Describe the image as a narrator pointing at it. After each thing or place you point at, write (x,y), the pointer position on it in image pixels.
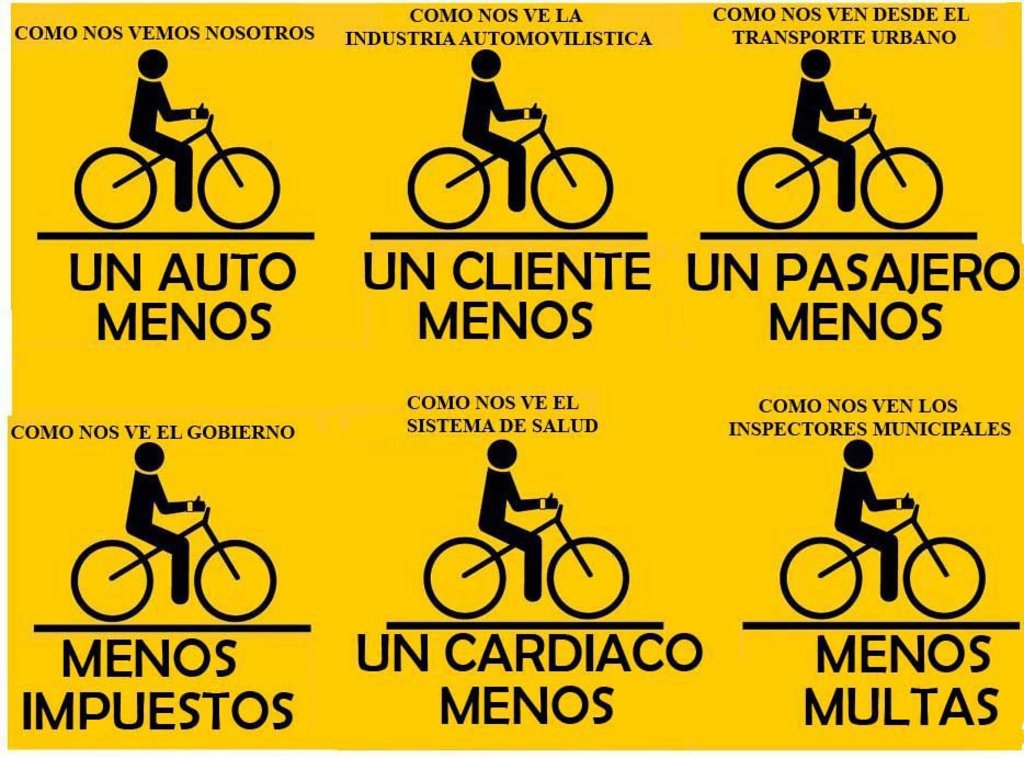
This looks like a poster (381,104), which is yellow in color. I can see the signs (217,237) and letters (464,396) on the poster (908,691).
